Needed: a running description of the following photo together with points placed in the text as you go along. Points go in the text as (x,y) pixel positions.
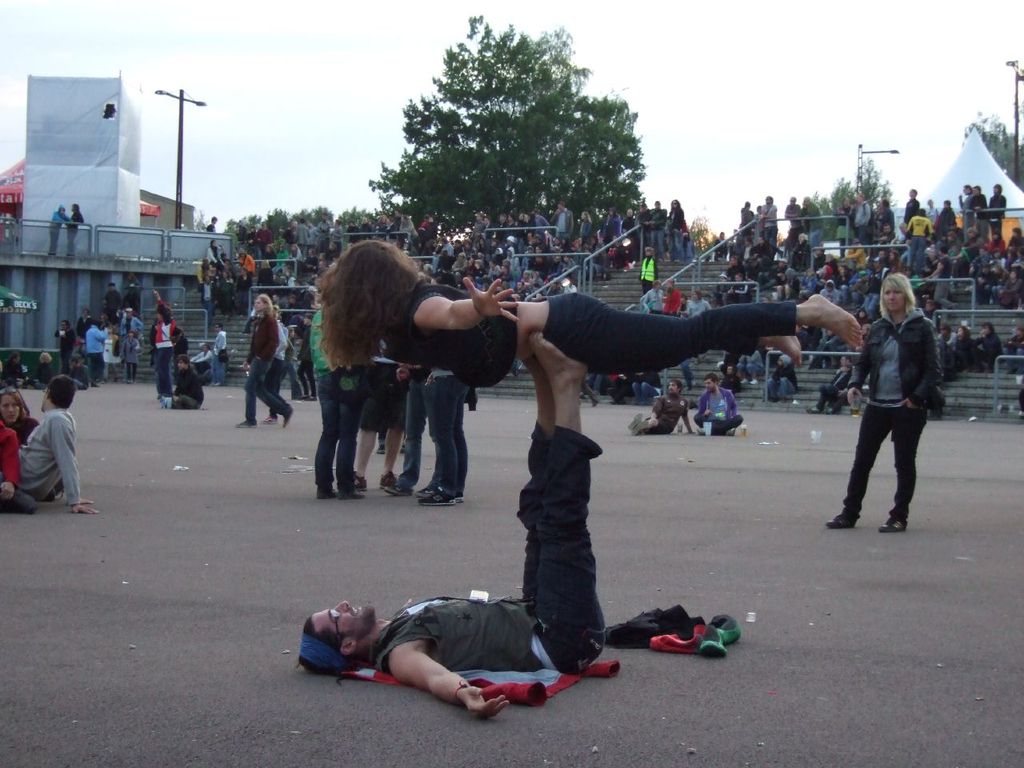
This picture describes about group of people (500,263), few people (855,271) are seated and few are standing, in the background (85,232) we can see few metal rods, trees (524,172), tents (1021,198) and houses (142,204), and also we can see poles (159,95).
